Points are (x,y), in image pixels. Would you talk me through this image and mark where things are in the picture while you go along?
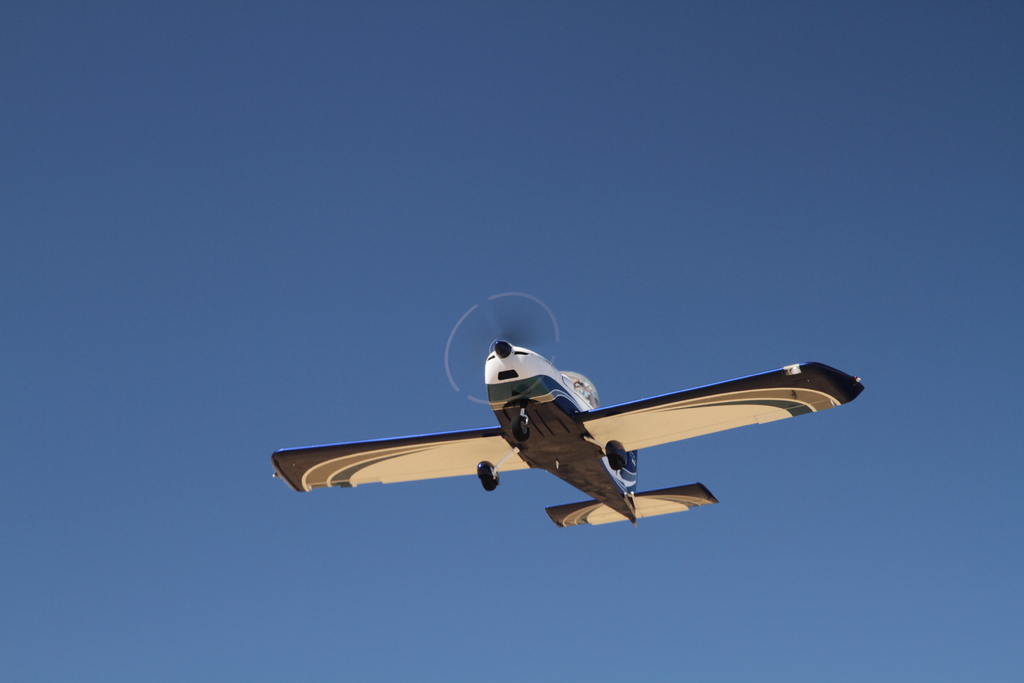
In the center of the image (661,432) there is an airplane (803,394) in the air (643,449). In the background (511,178) there is sky (434,121).
